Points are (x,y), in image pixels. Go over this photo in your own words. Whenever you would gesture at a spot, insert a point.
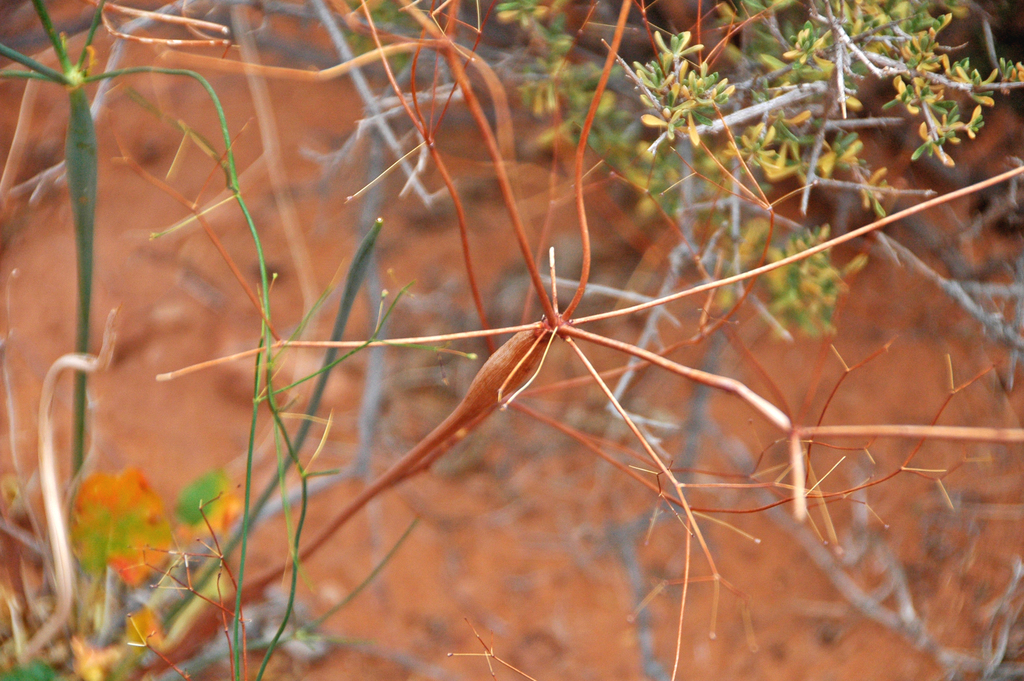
In the picture I can see the stems (471,55) of plants (670,67). I can see small green leaves (682,56) on the top right side of the picture (789,150).
